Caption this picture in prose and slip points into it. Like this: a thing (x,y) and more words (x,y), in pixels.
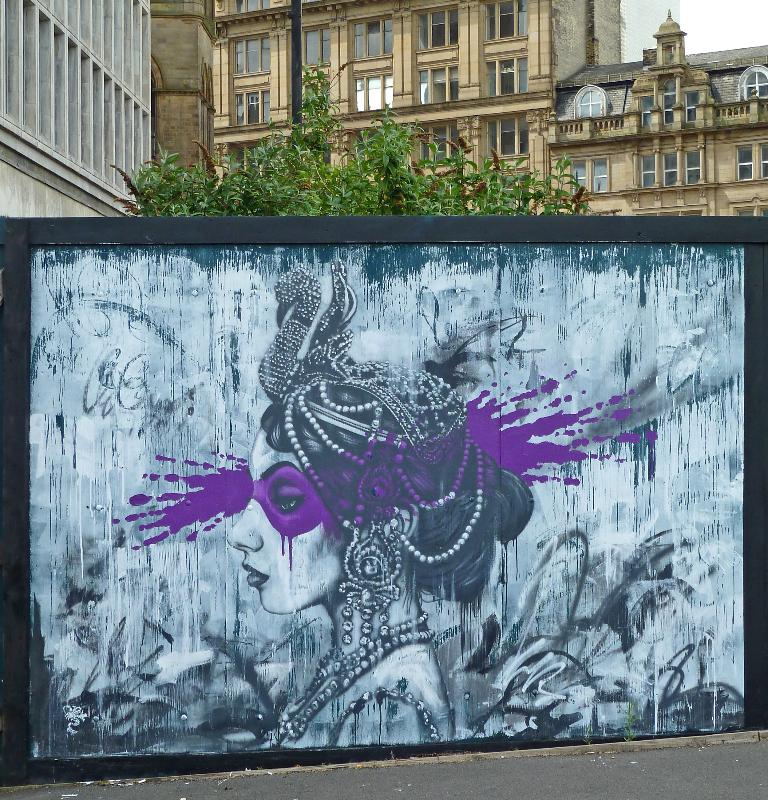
In the foreground (340,427) I can see a wall painting (417,590) on the road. In the background (330,183) I can see trees (286,170), buildings (377,117), windows (434,140) and the sky (744,34). This image is taken may be on the road (420,787).
